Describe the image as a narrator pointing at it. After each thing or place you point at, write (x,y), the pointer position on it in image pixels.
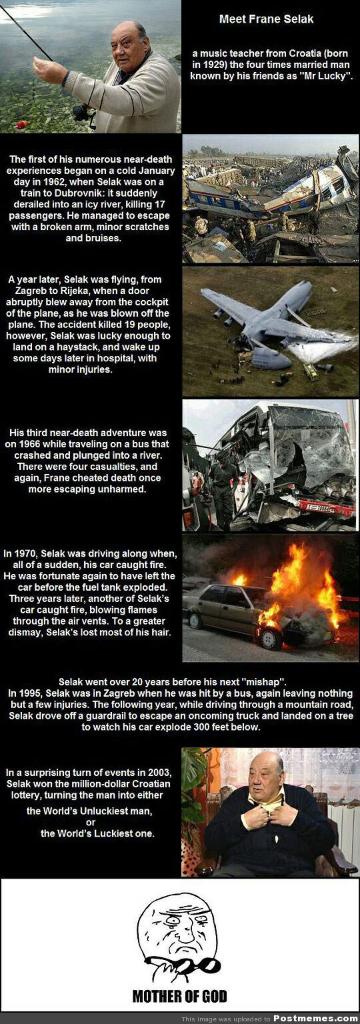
This is a poster and in this poster we can see two people (284,770), airplane (283,302), car (305,638) with fire (288,583), some objects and some text (191,707).
